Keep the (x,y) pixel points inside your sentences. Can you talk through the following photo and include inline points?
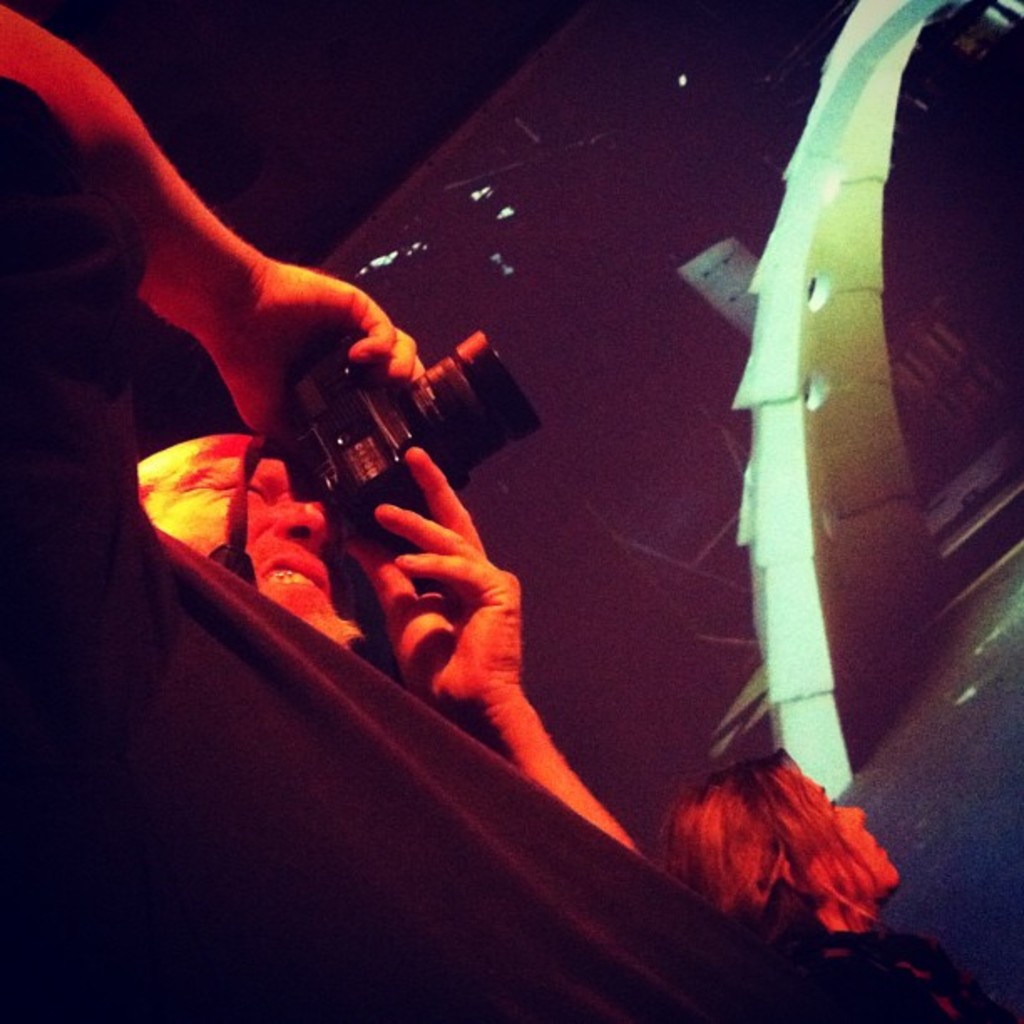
In this image we can see a man (746,965) who is wearing black color t-shirt (746,965) and holding camera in his hand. We can see a woman (800,945) in the right bottom of the image (872,931). Background of the image (793,689) we can see one white color architecture (813,479).
